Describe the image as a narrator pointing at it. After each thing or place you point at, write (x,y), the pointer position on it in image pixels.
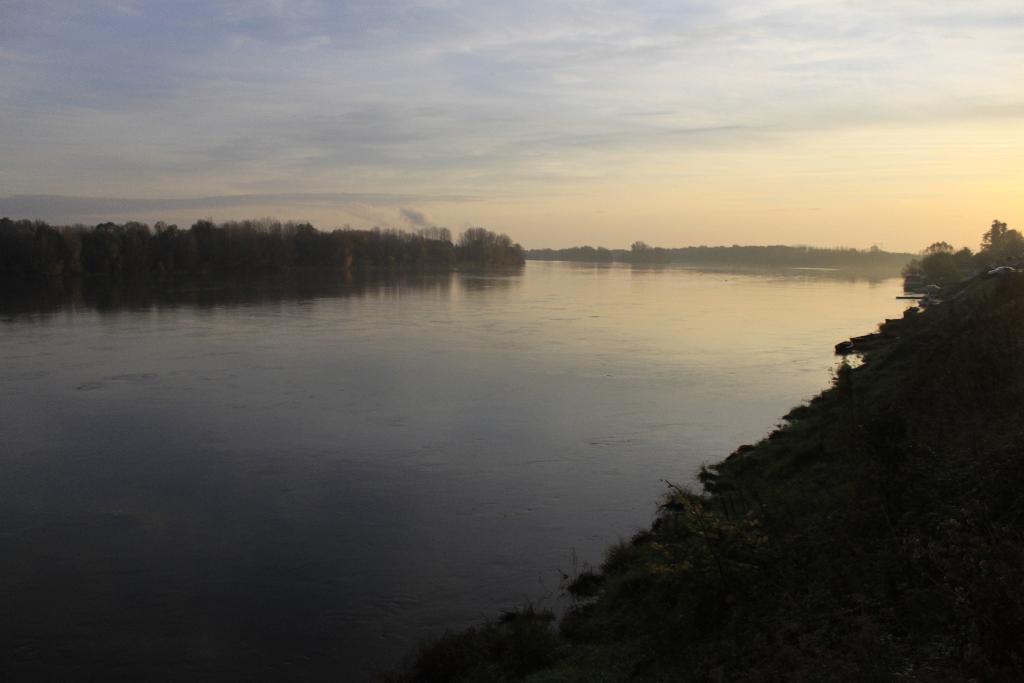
In this picture we can see water (532,367) and few trees (275,243), in the background (643,188) we can find clouds (470,151).
